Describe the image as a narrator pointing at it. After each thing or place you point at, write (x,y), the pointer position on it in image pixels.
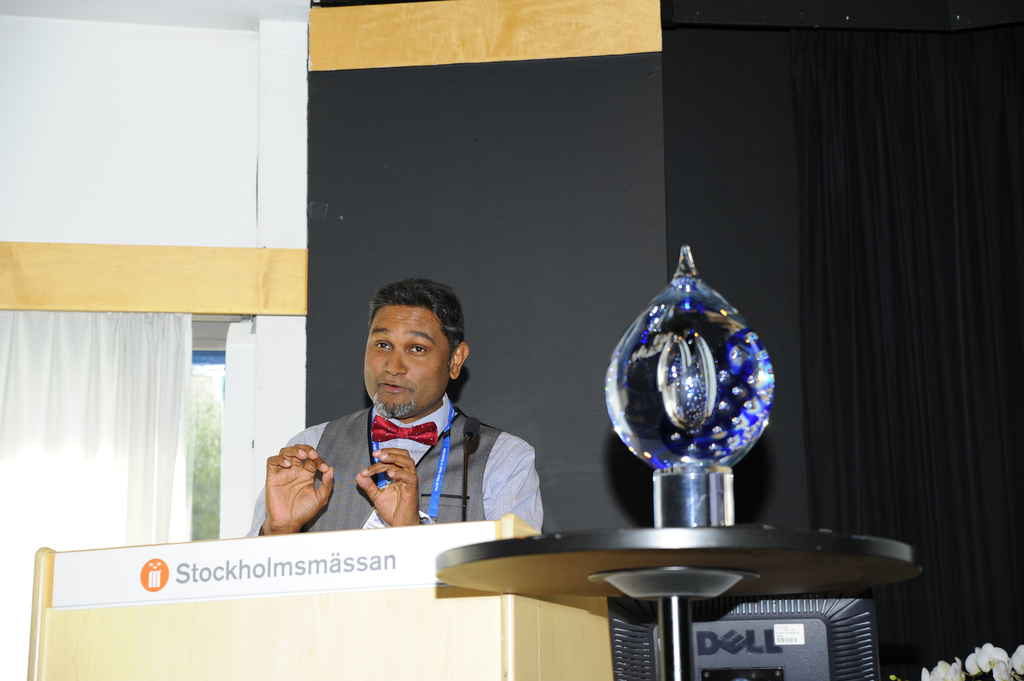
A man (508,505) is standing near the podium (492,536) and speaking behind him it's a wall (513,223).
